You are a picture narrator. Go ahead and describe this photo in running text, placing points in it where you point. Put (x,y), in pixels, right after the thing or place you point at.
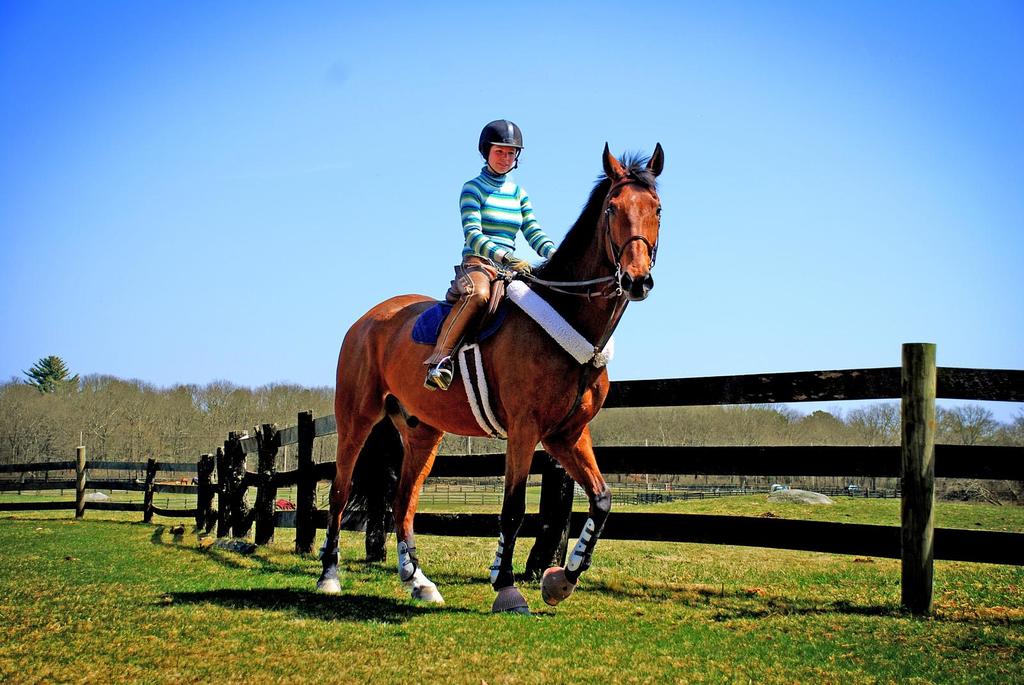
In this picture there is a person (488,218) sitting on the horse (504,342) which is on a greenery ground (461,619) and there is fence (676,460) beside it and there are trees (626,411) in the background (696,440).
